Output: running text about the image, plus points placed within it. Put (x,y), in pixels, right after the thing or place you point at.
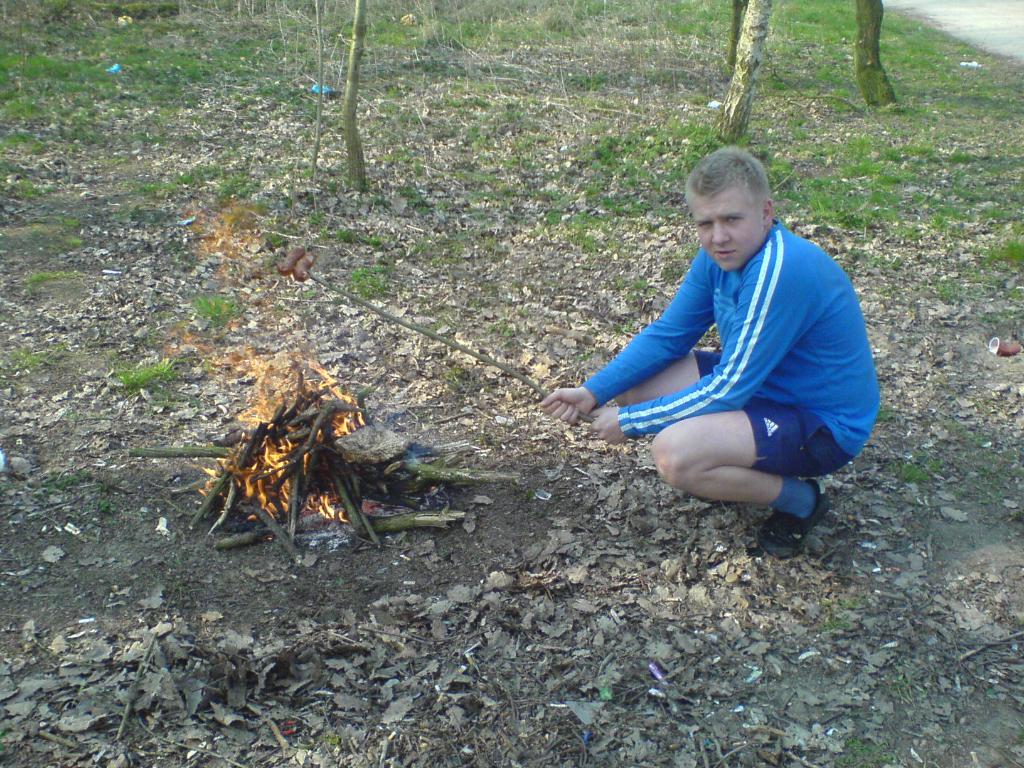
There is a man (712,267) sitting like squat position and holding a stick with food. We can see sticks (300,415), fire (285,430) and leaves (388,270). We can see plants (630,135), grass (806,34) and tree trunks (737,52).
